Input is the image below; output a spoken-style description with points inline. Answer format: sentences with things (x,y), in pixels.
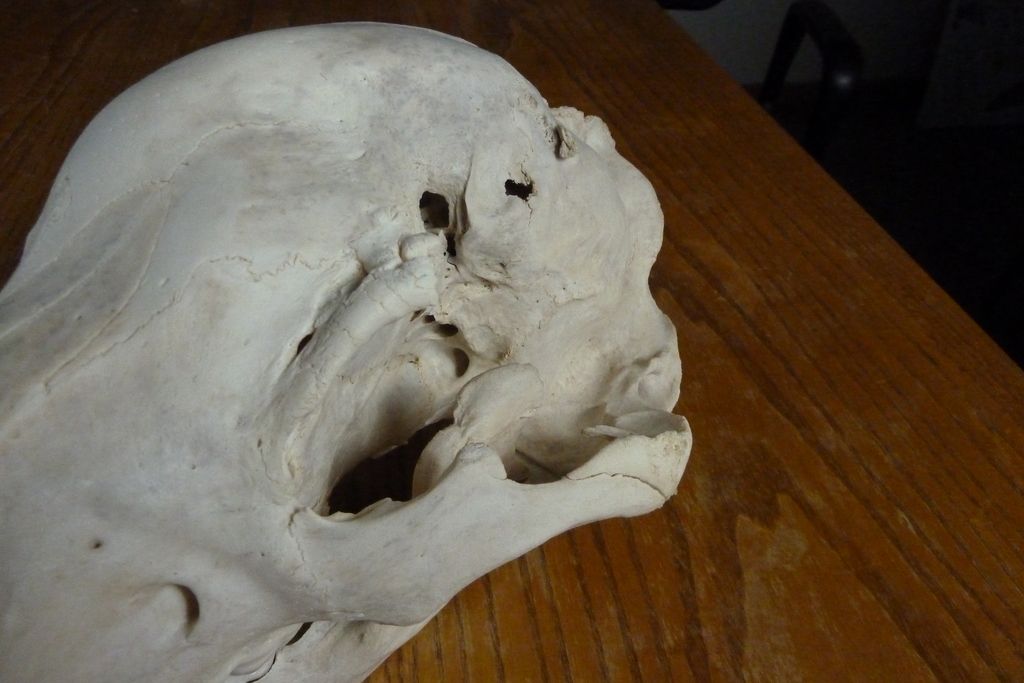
In this image I can see a skull (405,282) on a table (795,479). In the top right-hand corner (843,89) there are few objects (923,100) in the dark.
